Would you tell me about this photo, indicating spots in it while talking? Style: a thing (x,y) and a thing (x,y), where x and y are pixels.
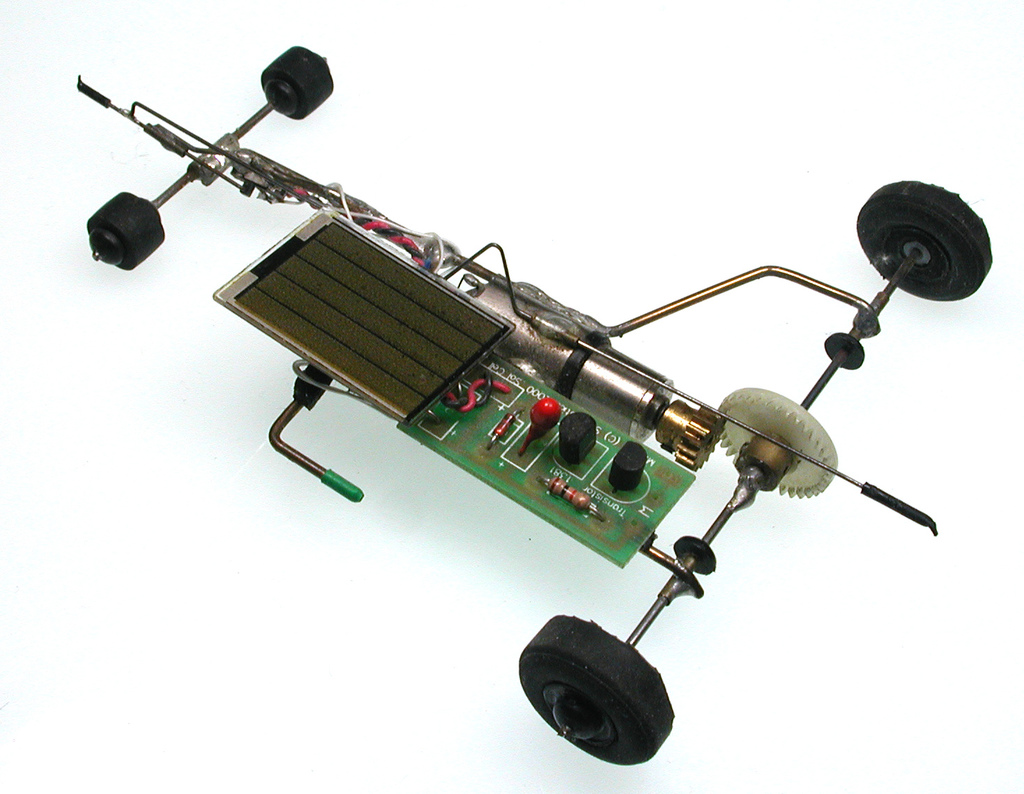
In this picture we can see the toy car (579,446). In the front (579,446) there is a green circuit board (481,432) with electric motor (642,384) and axle (642,633) connected with black wheels (618,669). Behind we can see the solar panel (258,257) and some wires (260,168).
